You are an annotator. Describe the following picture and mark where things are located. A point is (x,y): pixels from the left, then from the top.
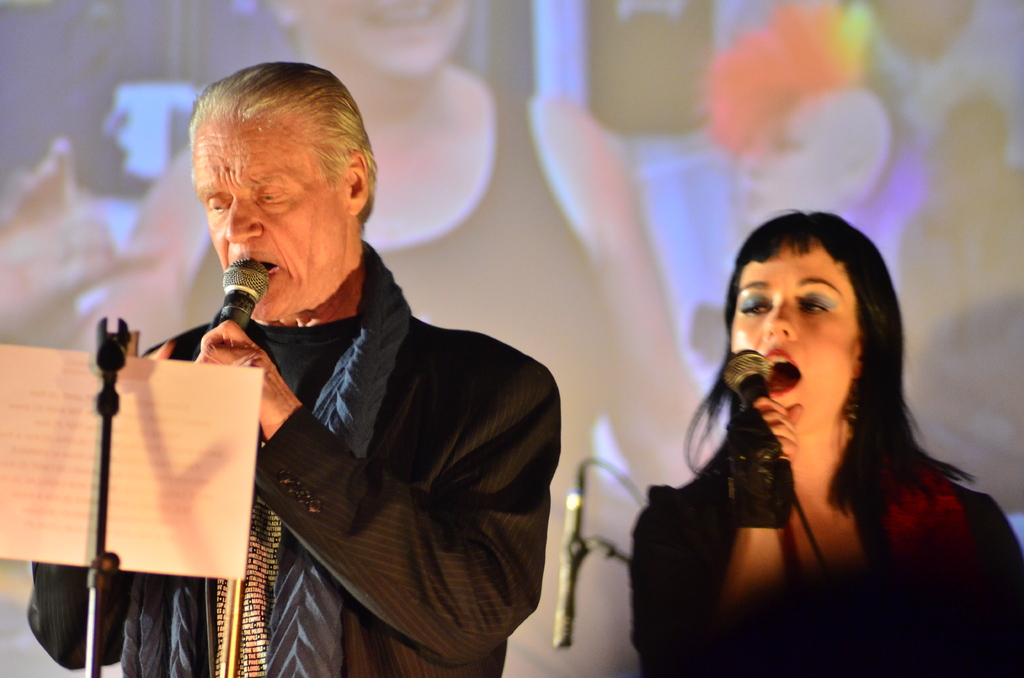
On the background (497,78) we can see a screen (761,70). Here we can see a women (814,450) and a man (389,450) holding a mike (774,455) in their hands (776,441) and singing. We can see a paper (172,518) here.
